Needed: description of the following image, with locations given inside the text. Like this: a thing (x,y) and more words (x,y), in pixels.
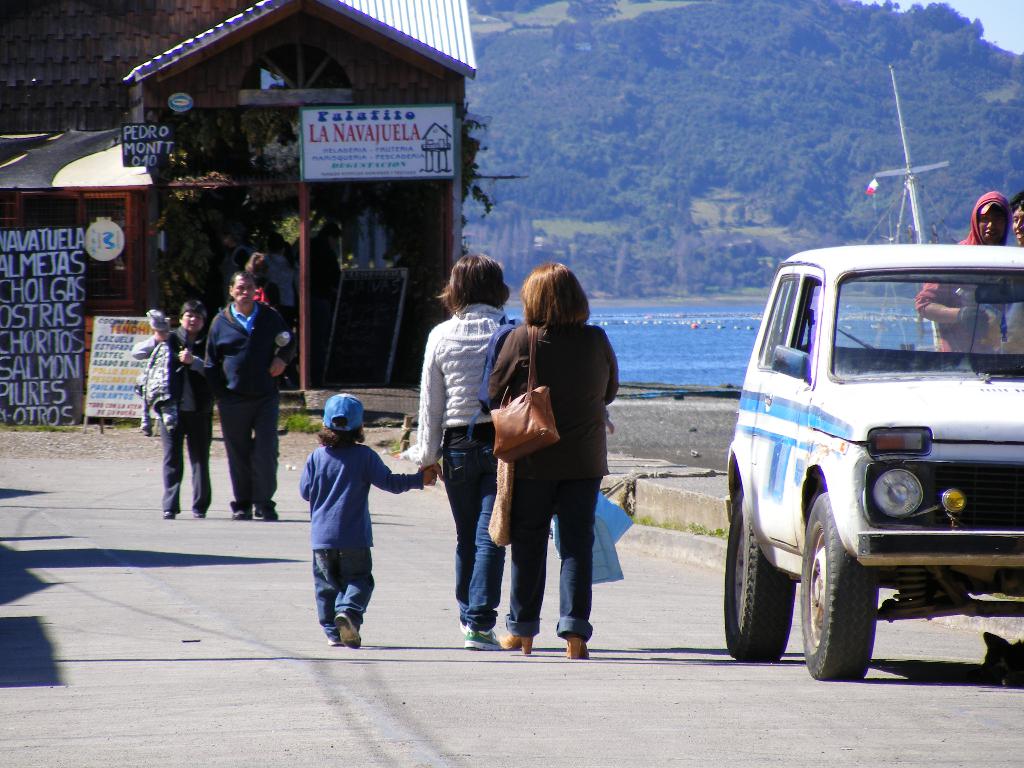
In the image we can see there are people (466,433) who are standing on the road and the woman (567,428) is carrying purse (503,424) and in front there is house (337,209) and vehicle (853,489) is parked on the road (764,722). There are lot of trees (672,265).
